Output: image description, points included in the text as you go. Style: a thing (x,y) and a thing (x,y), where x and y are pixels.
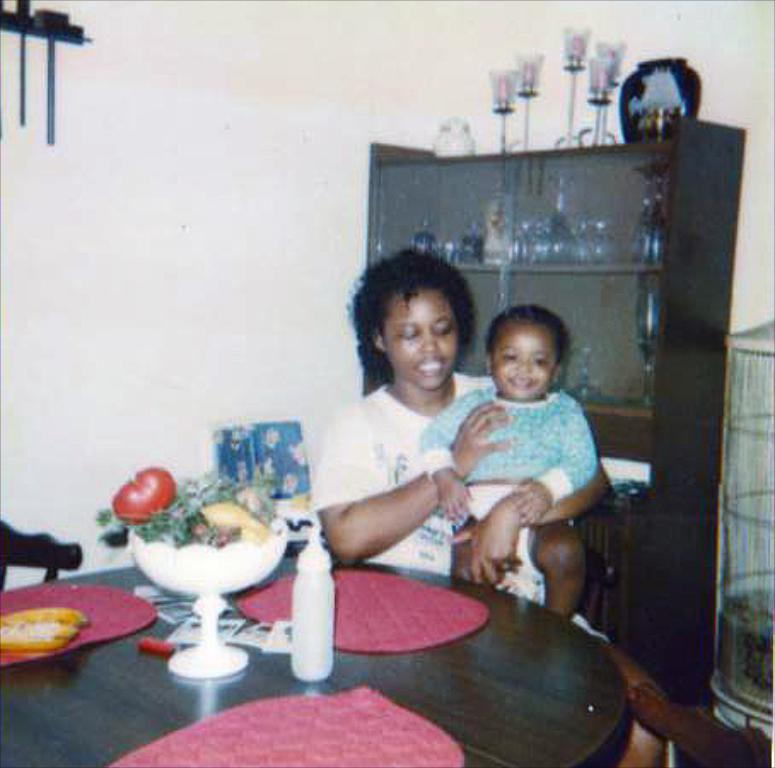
On the background (235,103) we can see wall (235,103) and a cupboard (594,168). We can see show pieces (640,95) on a cupboard (714,227). We can see person (474,427) holding a baby (503,384) with her hands (505,447) sitting on a chair (588,555) in front of a table (392,656) and on the table (395,691) we can see table mats (394,635), fruits (234,534) in a bowl (211,612) and a bottle (323,626).
